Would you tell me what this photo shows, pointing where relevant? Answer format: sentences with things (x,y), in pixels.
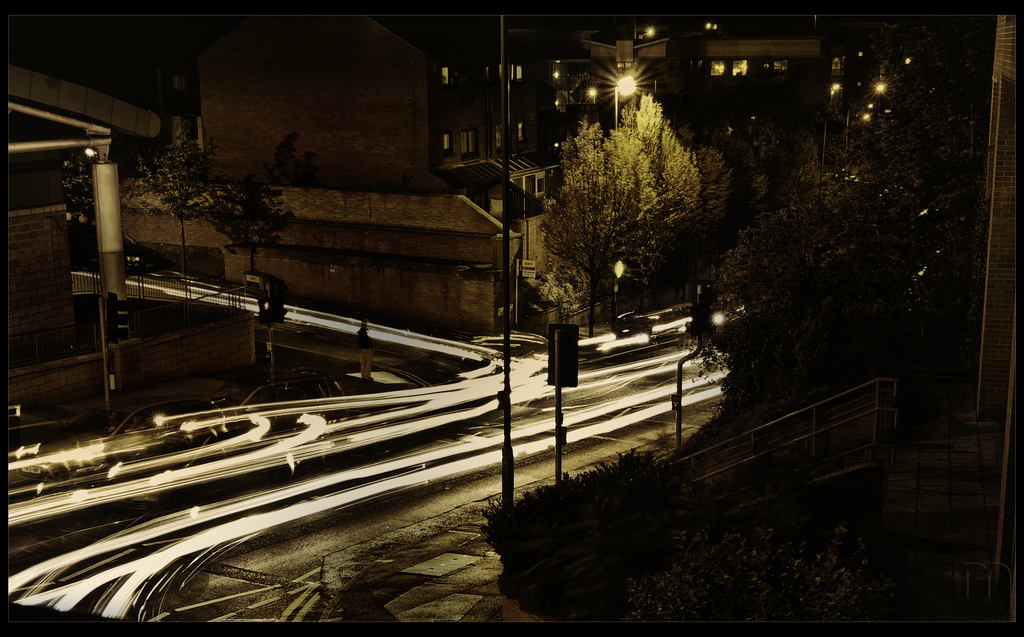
In this picture we can see trees (651,193), poles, roads (335,335), lights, vehicles (324,373), buildings (577,109) with windows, some objects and in the background (472,31) it is dark.
